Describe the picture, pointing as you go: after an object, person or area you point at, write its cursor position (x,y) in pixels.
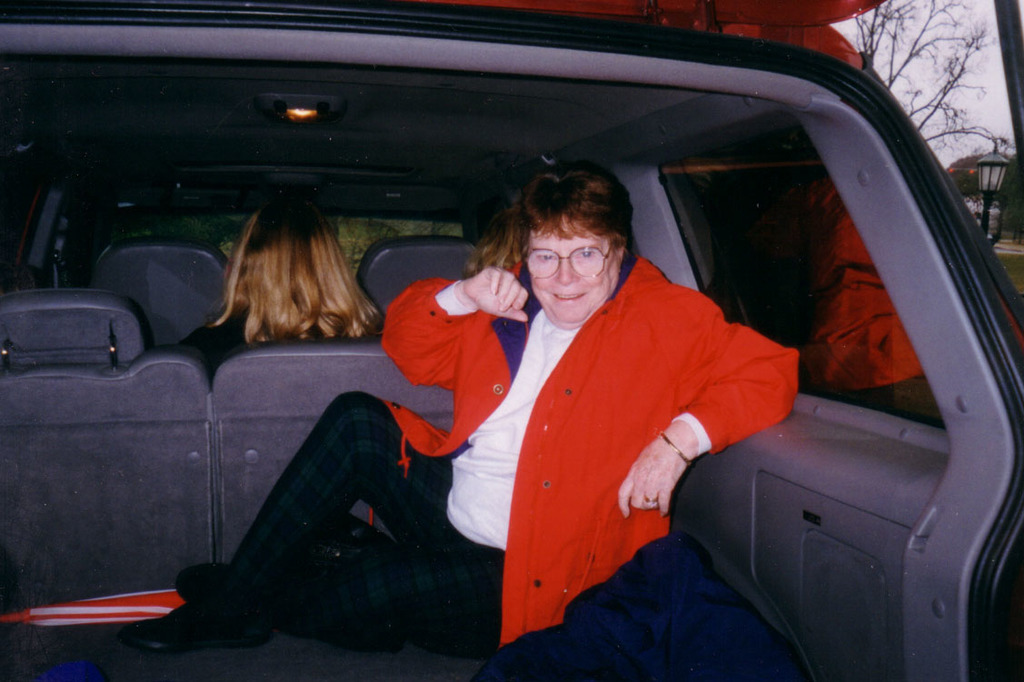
In this picture we can see two woman (426,332) where one is sitting at back of the vehicle (370,367) and smiling and in front we can see windows (755,232), light (337,110), trees (967,46).
